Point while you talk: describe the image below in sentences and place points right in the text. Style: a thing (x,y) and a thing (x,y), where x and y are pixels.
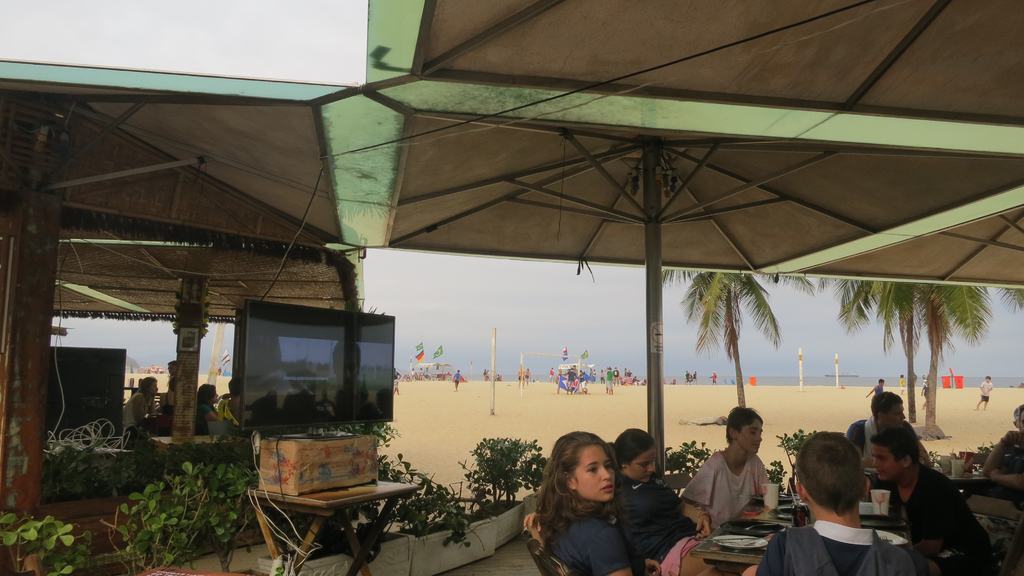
In the image we can see there are people (905,496) who are sitting on the chairs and at the back (617,390) there is beach (530,411).
